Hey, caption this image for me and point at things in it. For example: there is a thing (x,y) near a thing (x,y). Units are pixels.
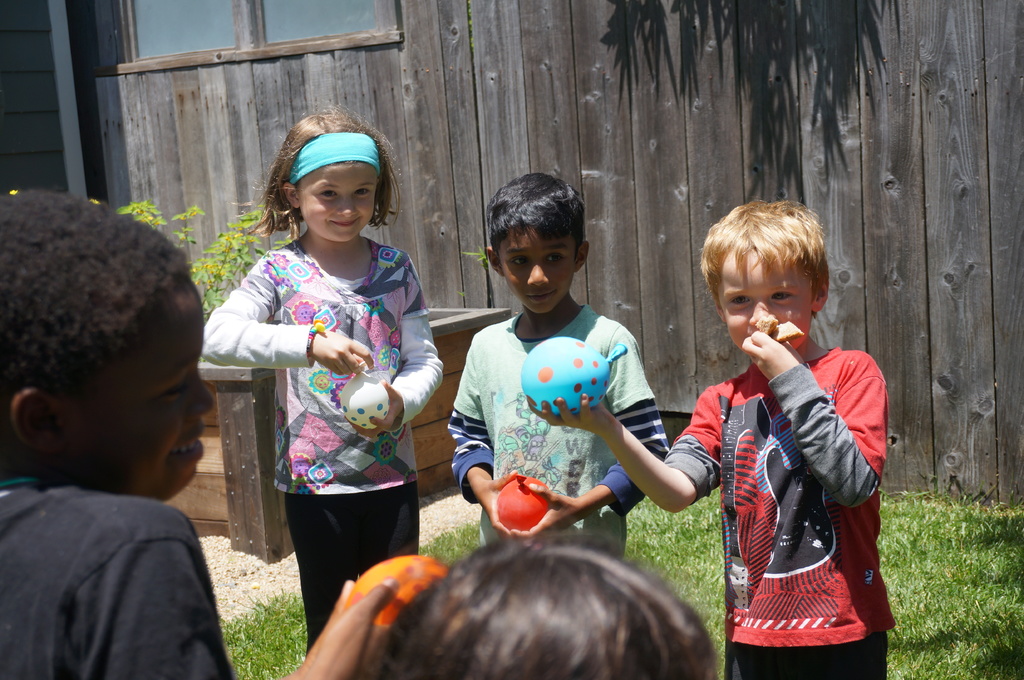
In this image we can see children (287,488) standing on the ground (220,570) by holding balloons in their hands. In the background (514,97) there are plants (237,251) and walls (222,117).
